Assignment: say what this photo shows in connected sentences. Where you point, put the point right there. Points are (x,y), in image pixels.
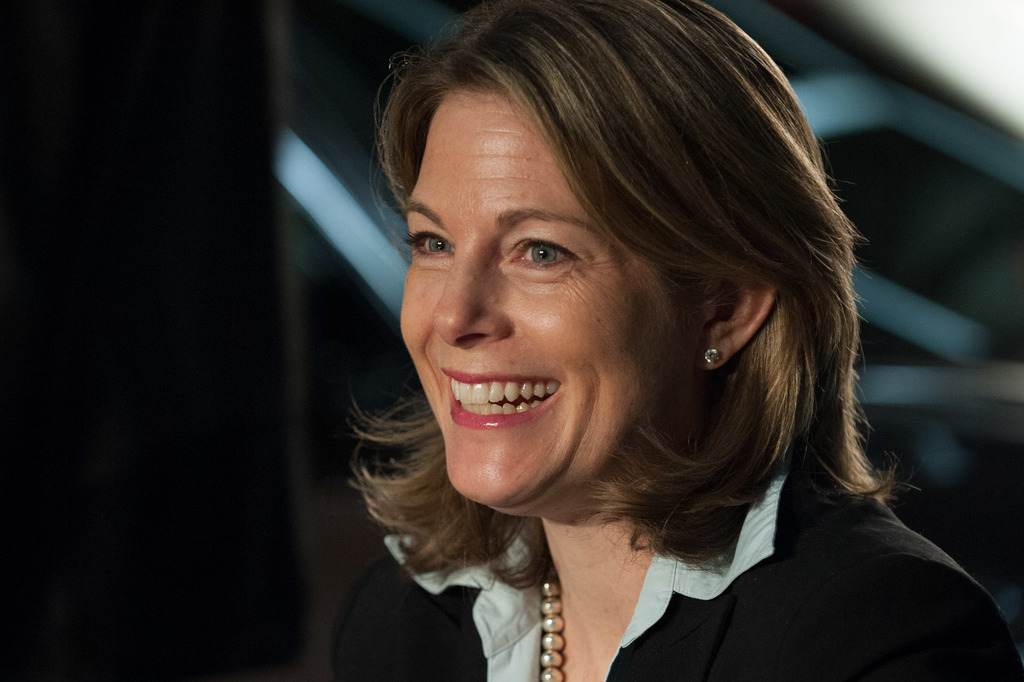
In the center of the image (550,296) we can see a lady (535,485) is smiling. In the background (86,46) the image is dark.
